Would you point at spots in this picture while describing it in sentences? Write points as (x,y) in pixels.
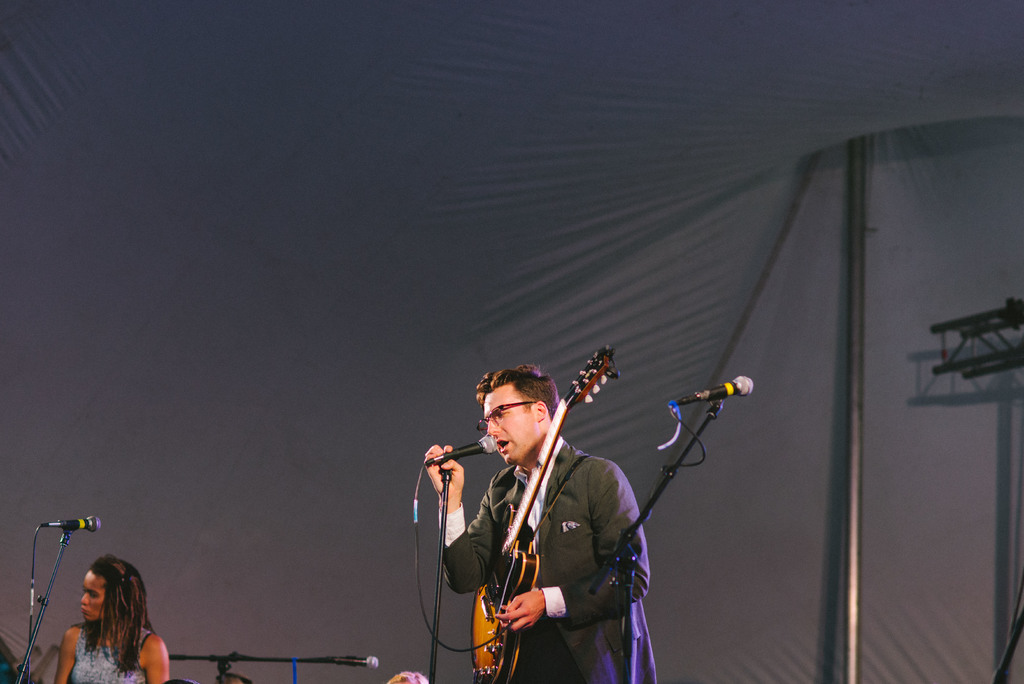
In this picture there are two persons (65,655), among them there's a man (542,518) standing and holding a microphone (456,453) with stand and guitar (530,497). We can see microphones (722,391) with stands (225,656). In the background of the image (694,170) we can see pole (866,255), cloth (847,77) and an object (986,345).
